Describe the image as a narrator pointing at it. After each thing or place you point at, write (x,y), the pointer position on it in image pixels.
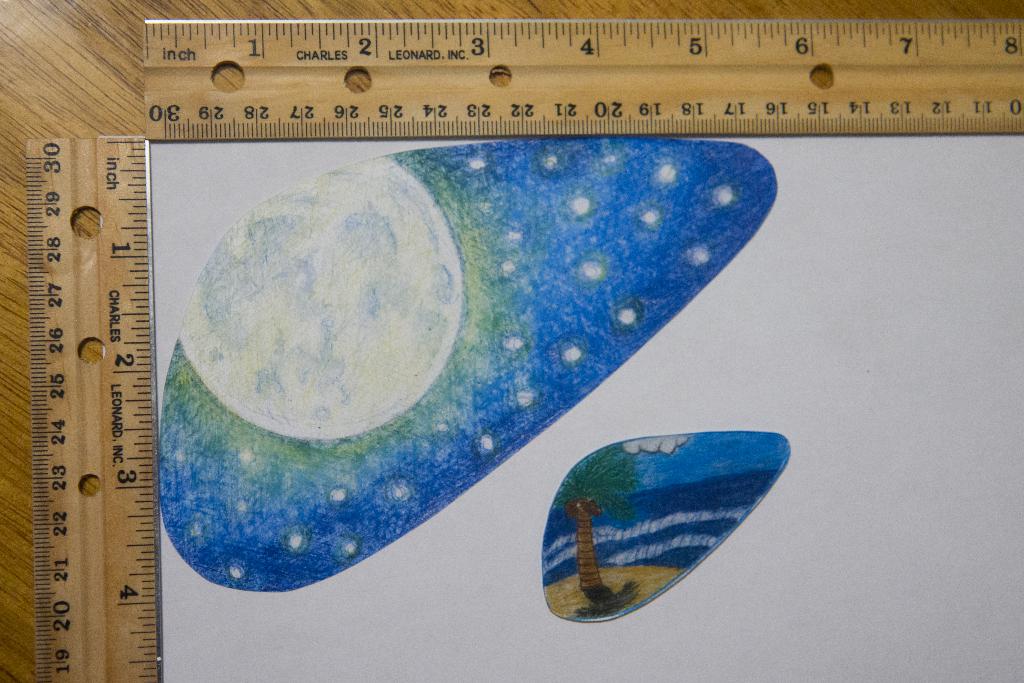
In this image there is a table (33,126), on that table (106,50) there are two scales (167,118) and a paper (154,165), on that paper (995,657) there is an art (473,466).
